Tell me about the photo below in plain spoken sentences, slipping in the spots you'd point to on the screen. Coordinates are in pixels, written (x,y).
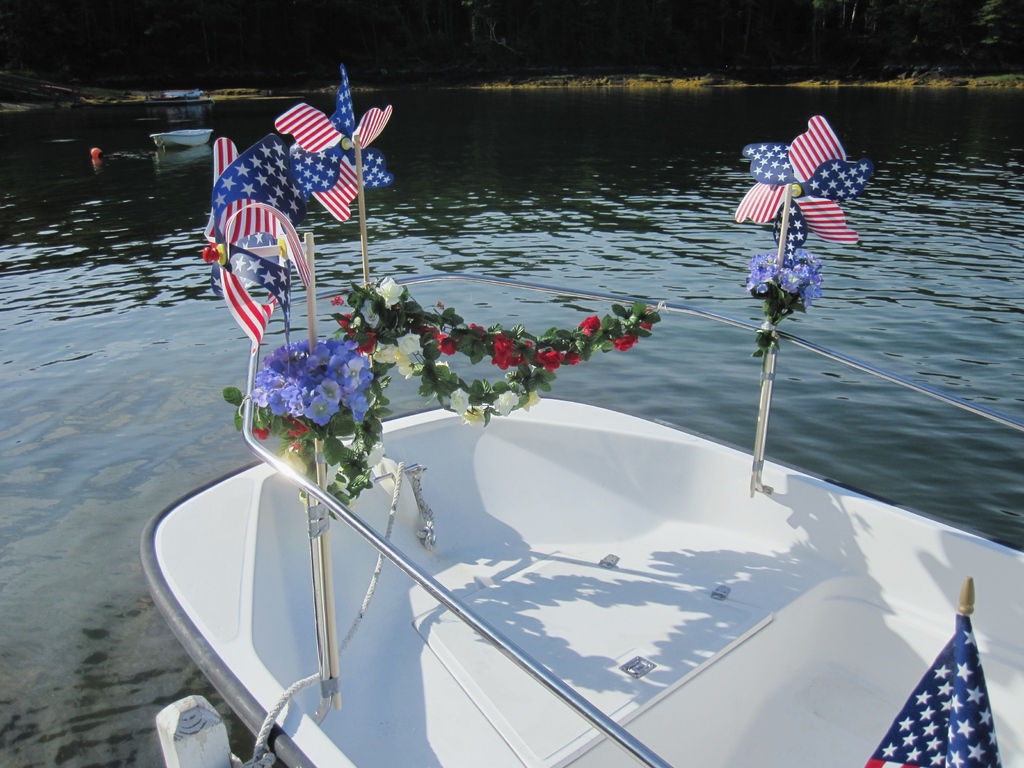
In this image, in the middle (428,508), we can see a boat (551,492) which is floating in the water (74,674). In the boat (229,620), we can see a flag (932,739), plant (635,315) with some flowers (347,358) and some pinwheels (218,261). In the background (191,156), we can also see another boat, water (554,135) in a lake (742,100), trees (1021,61).
